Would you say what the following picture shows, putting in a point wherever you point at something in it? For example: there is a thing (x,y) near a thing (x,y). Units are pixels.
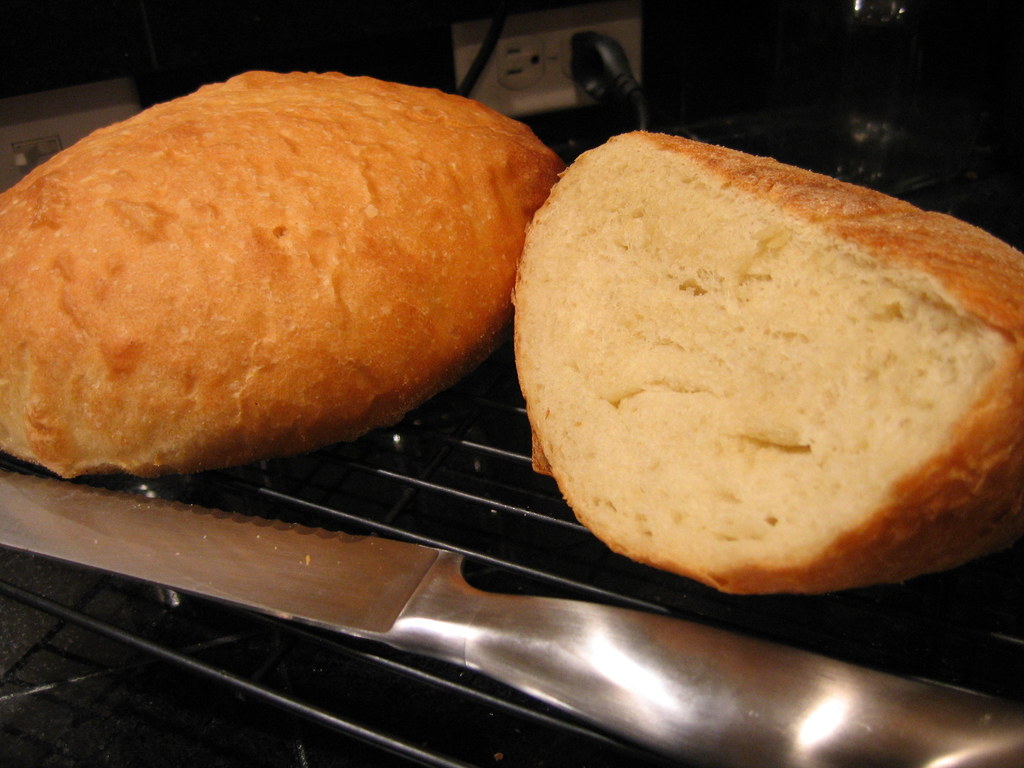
In the image there are two buns (303,126) on a grill (677,589) and beside the buns (618,552) there is a knife (465,619).
